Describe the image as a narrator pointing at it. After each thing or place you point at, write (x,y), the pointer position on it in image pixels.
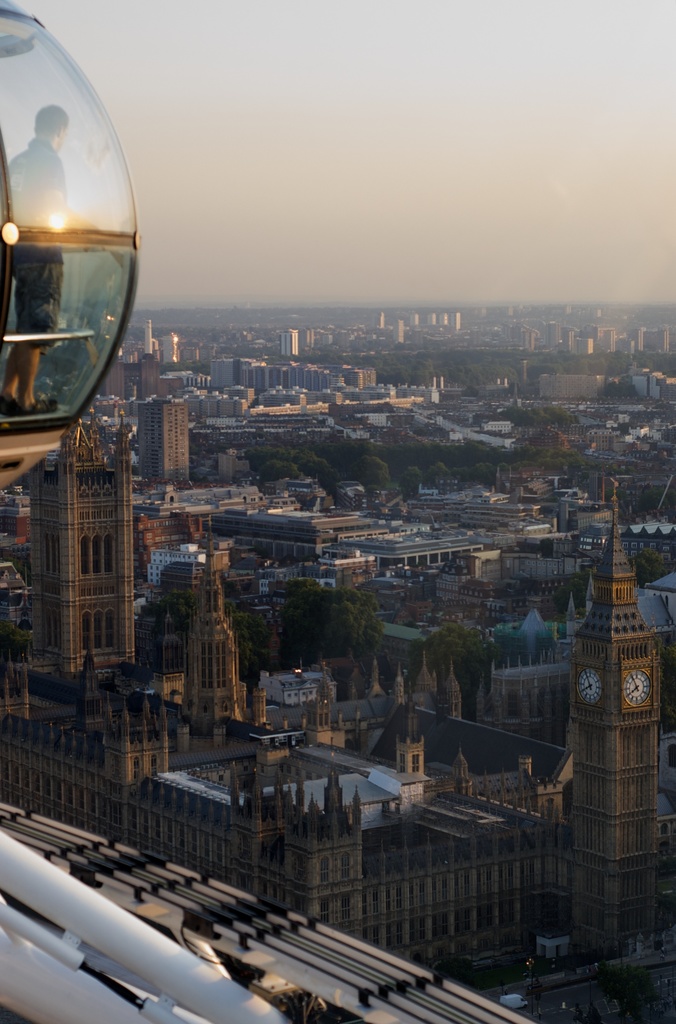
In the middle of the image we can see some buildings (654,796) and trees (669,896). At the top of the image (590,246) we can see the sky (628,243). In the top left corner of the image (106,154) a person (51,402) is standing in a glass object (52,65).
